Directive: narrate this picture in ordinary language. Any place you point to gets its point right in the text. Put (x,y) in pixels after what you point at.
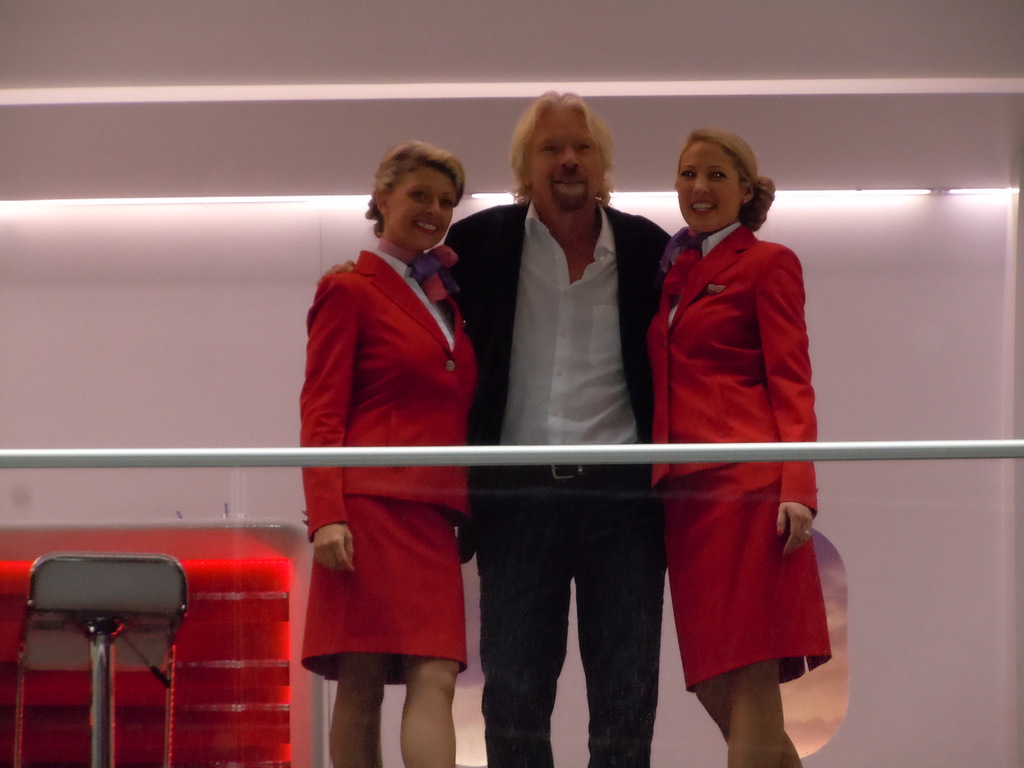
In the center of the picture (521,300) there are three person (515,379) standing. In the foreground (505,452) there is railing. On the left (126,656) there is a chair (144,612). In the background (177,203) there are lights (89,202) and wall (450,112).
